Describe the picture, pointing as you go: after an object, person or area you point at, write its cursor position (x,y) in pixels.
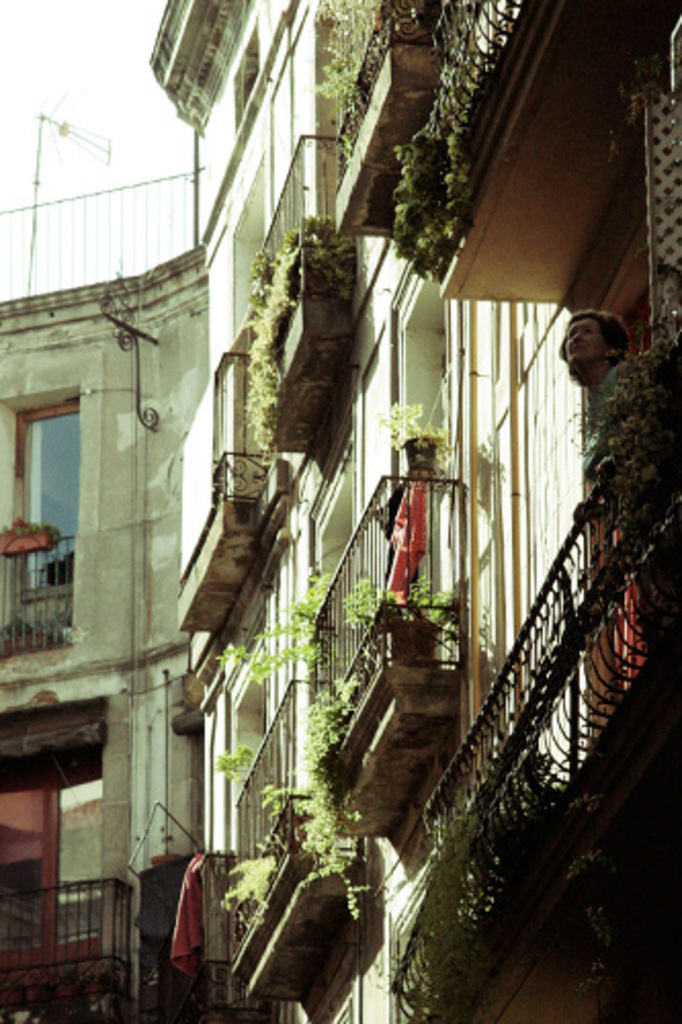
In this image there is a building (326,645) having balconies (398,684) with fence (408,630). In the balconies (372,636) there are few plants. On the fence (407,482) there is a pot (420,474) having a plant (401,427) in it. Left top there is sky (67,114).
